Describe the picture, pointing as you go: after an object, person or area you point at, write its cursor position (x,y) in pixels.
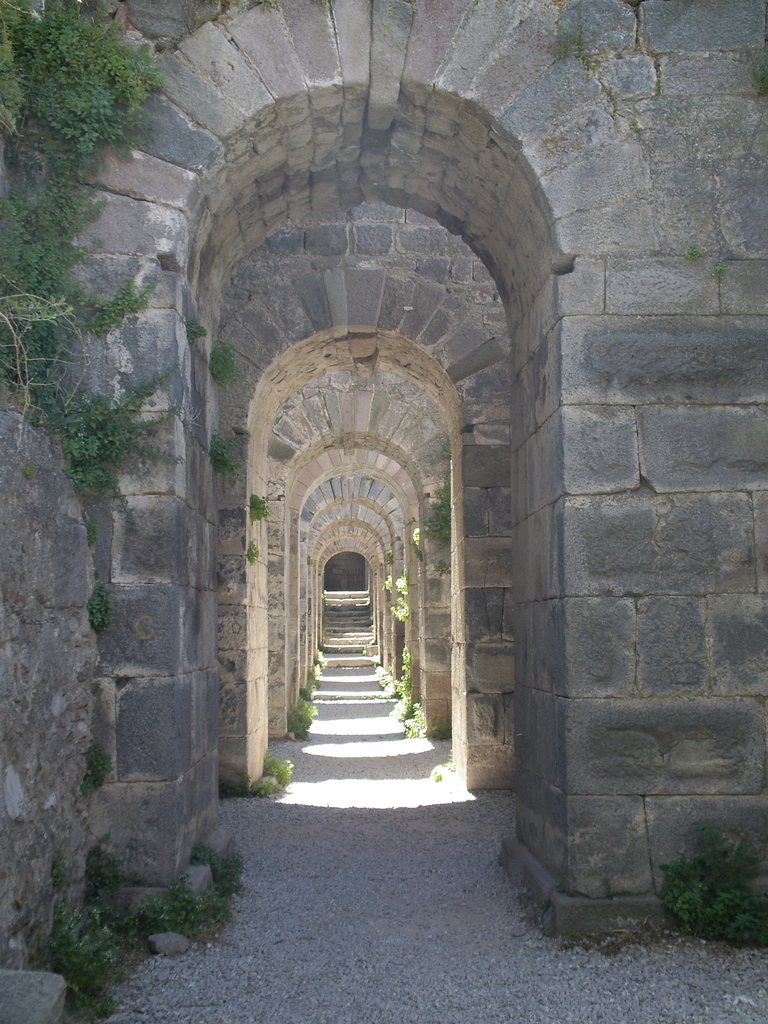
In this image there is ground (355,898) at the bottom (383,917). There is a wall (662,563) on the right corner (654,550). There is a creeper (105,420) and there is a wall (52,502) on the left corner (34,572). We can see the pillars (384,557) with roof (384,547), there are steps (333,636) in the background (342,629).
